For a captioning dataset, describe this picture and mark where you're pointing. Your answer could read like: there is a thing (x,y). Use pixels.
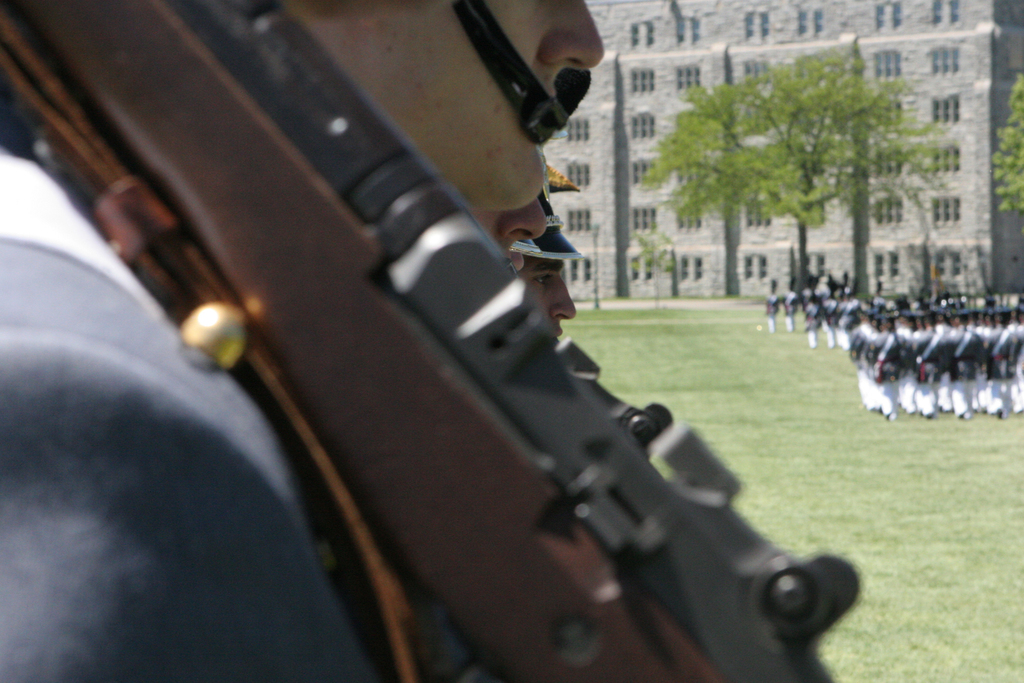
This picture shows a building (718,82) and we see trees (791,158) and few people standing and we see few people (958,392) walking and we see grass (783,414) on the ground (750,372).
